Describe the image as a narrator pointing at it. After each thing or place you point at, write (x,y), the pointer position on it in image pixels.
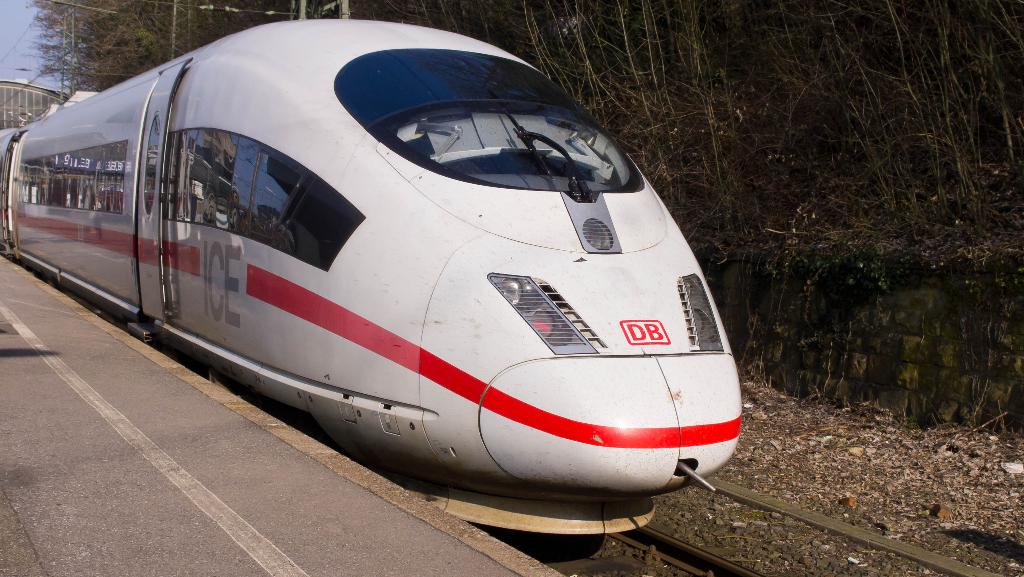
In the image in the center (453,321), we can see one train (476,375), which is in white color. In the background (682,206), we can see the sky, trees (649,90) and railway track (633,563).
